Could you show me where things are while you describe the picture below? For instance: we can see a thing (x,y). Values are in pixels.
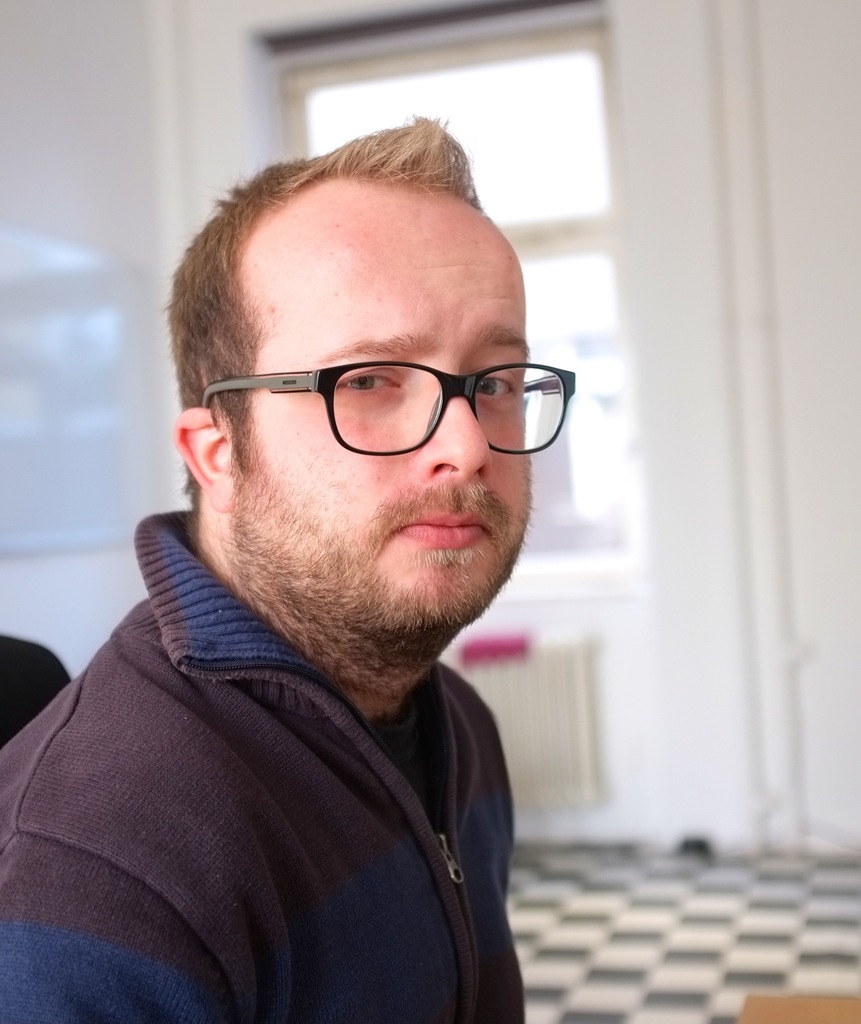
On the left side of this image (254,749) I can see a man (242,902) wearing jacket (197,946), spectacles (330,386) and looking at the picture. In the background (709,349) there is a wall (642,321), window (609,465) and I can see the floor (693,967).
